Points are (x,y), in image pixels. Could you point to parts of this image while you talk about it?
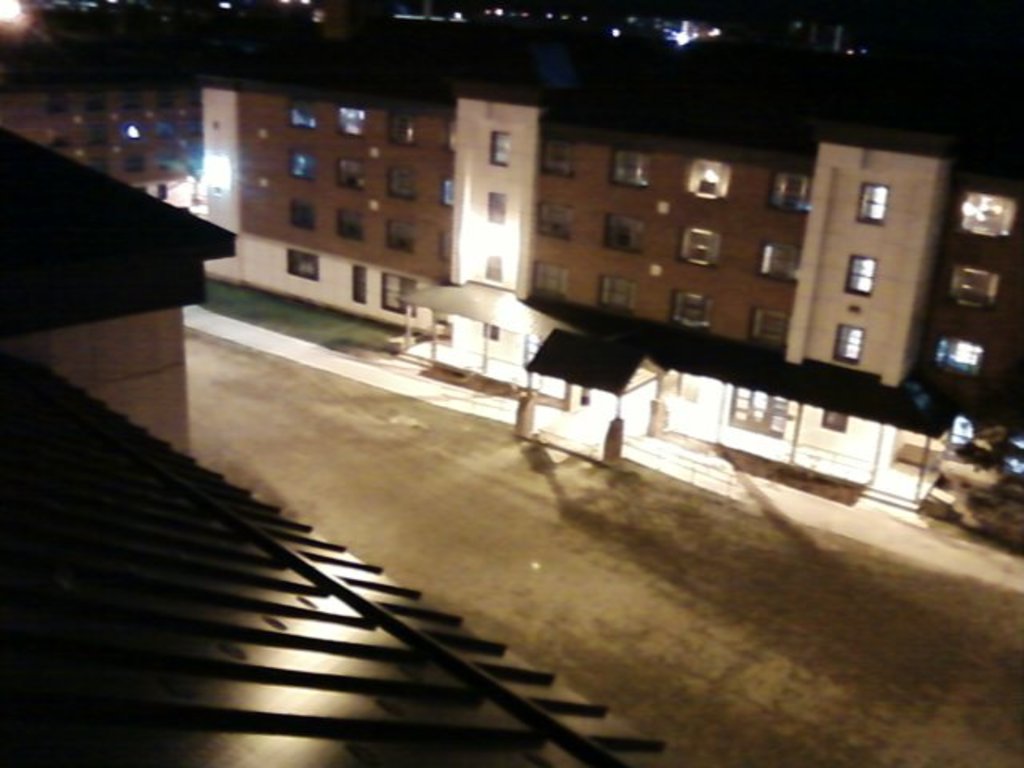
In this image, we can see some buildings (709,303) and lights (696,424), there is a road (198,438).
